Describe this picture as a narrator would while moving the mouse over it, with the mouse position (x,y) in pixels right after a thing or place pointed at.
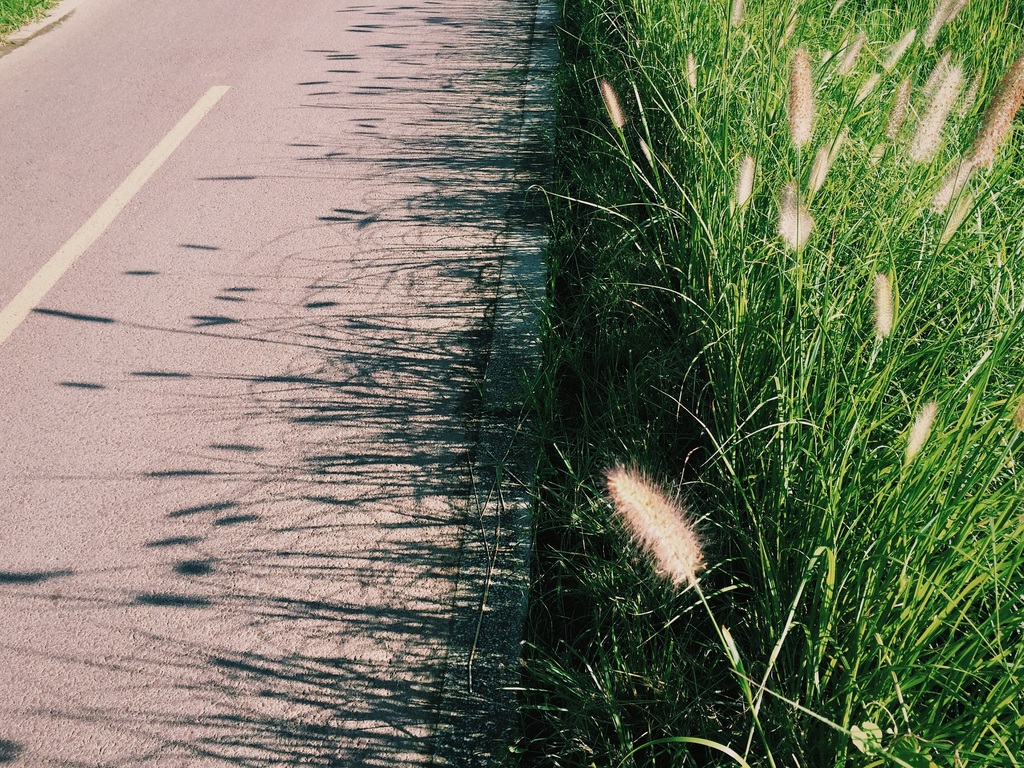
In this image there is a road (199,225) and on the right side (821,118) there is a green color grass (765,449).
